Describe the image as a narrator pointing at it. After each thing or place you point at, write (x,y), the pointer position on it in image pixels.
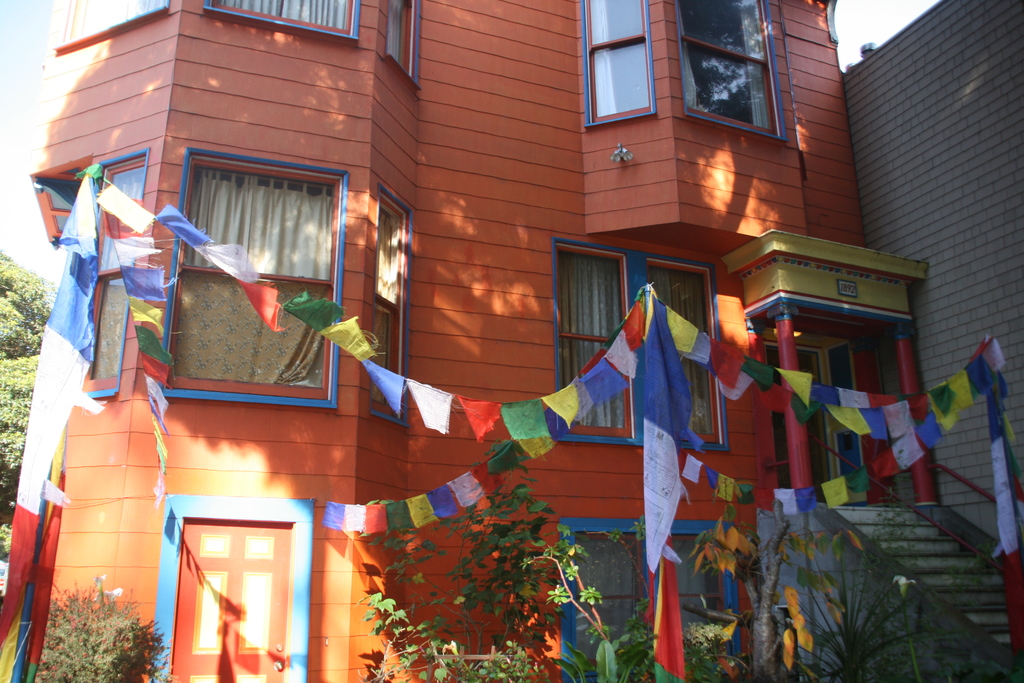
In the foreground of this picture (536,415), there are few flags (24,556) and few bunting flags (804,376) to it. In the background (648,129), we can see a building (874,359), stairs (921,554), door (255,558), plants (522,639), trees (45,313) and the sky (19,33).
